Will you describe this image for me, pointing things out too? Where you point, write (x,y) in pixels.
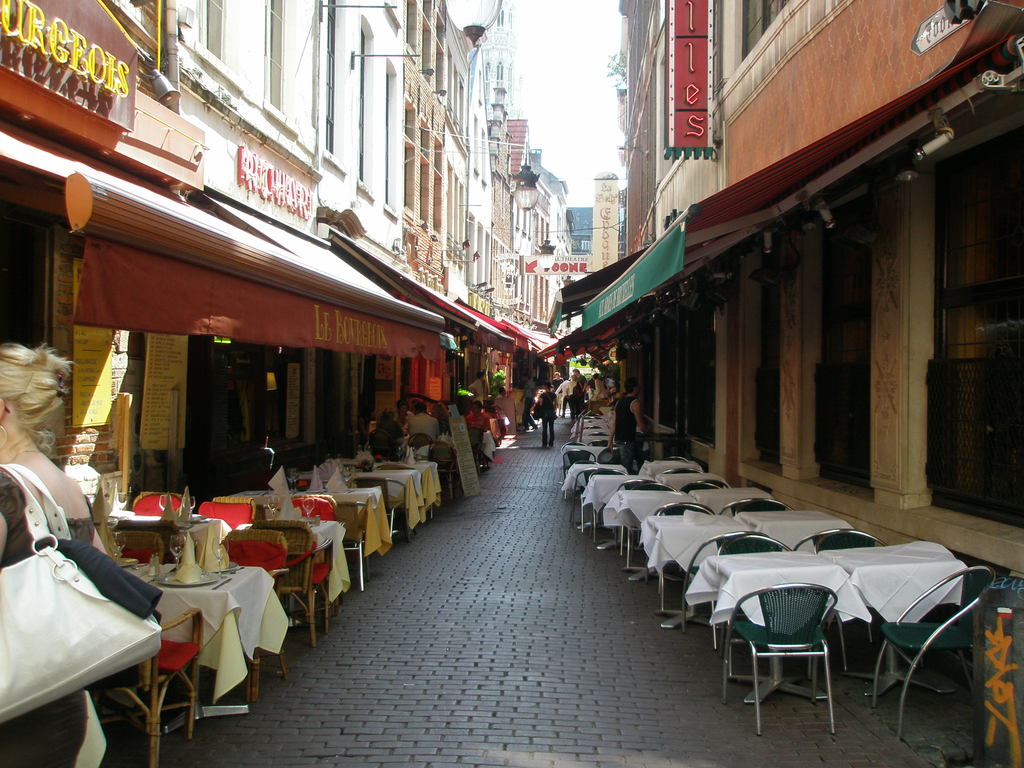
At the top of the image (537,119) we can see sky (568,119), plants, street lights (524,181), buildings (355,135) and name boards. At the bottom of the image (267,625) we can see stores (255,355), name board (296,395), person (81,514) standing on the floor (312,727), chairs (275,551), tables (673,550) and people (545,404) walking on the road (537,448). On the tables (237,576) we can see cutlery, crockery (206,579) and paper napkins (206,550).
